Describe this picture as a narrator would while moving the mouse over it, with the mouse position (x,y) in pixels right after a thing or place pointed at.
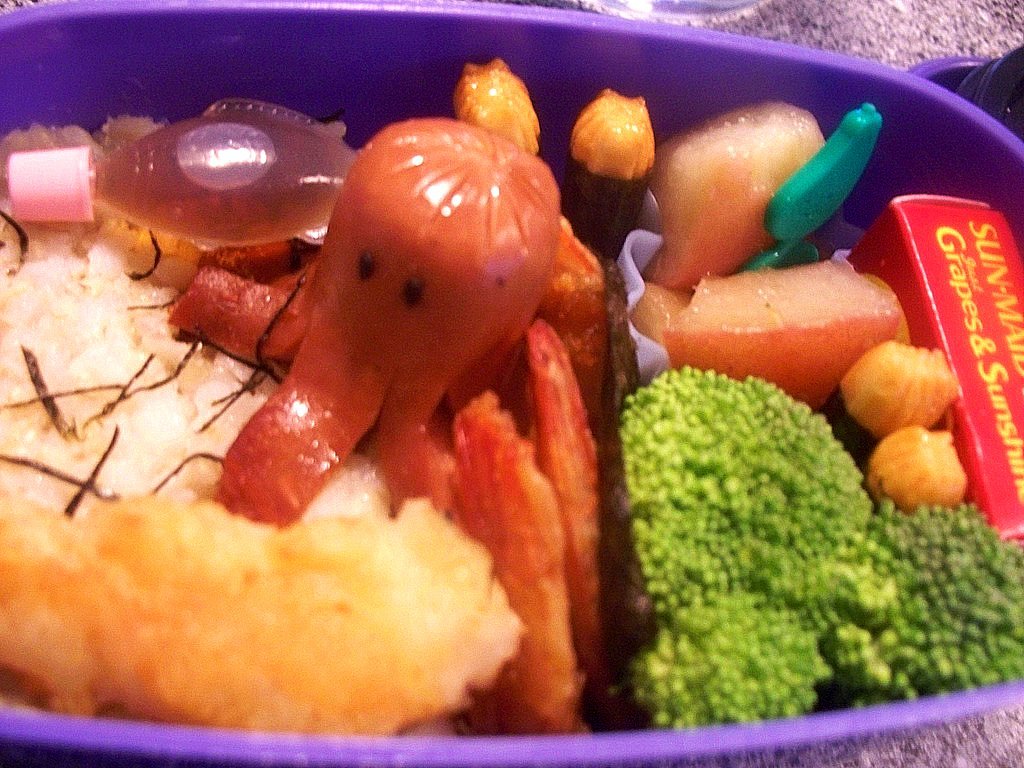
In the picture I can see the rice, fruit pieces (766,280) and broccoli pieces (776,466) in the plastic box (786,741) and looks like the plastic box (856,706) is kept on the marble table (847,32).
